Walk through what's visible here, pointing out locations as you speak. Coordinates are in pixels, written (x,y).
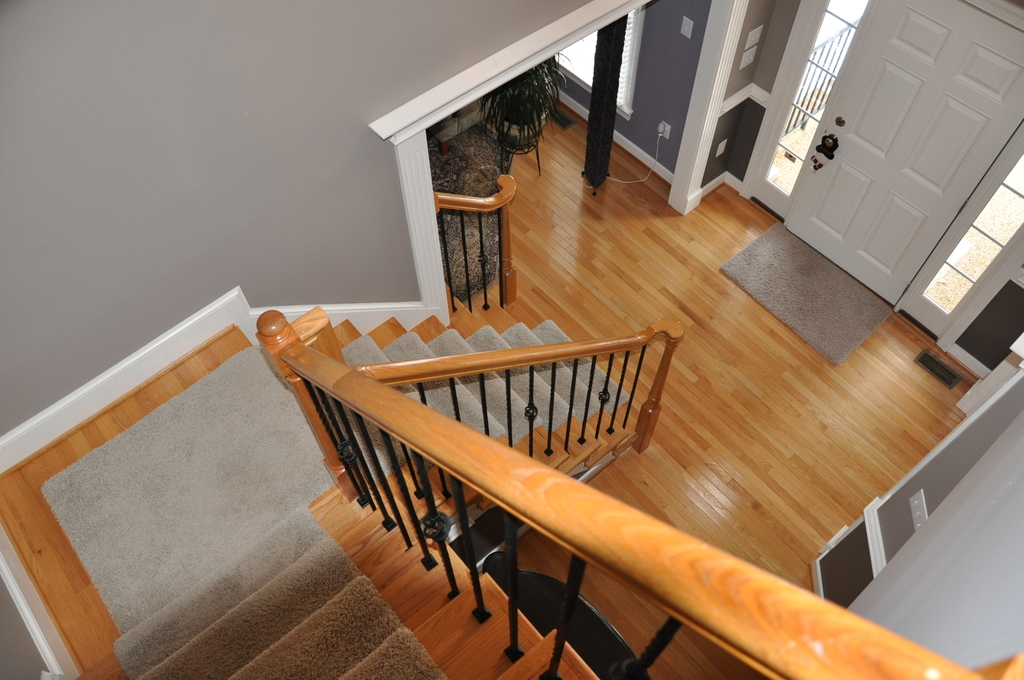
In this image we can see a staircase (218,374) with the railing (447,464). We can also see a plant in a pot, pole (597,155), switchboards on a wall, mat (824,316) on the floor (589,227), a window (773,188) and a door (810,218).
